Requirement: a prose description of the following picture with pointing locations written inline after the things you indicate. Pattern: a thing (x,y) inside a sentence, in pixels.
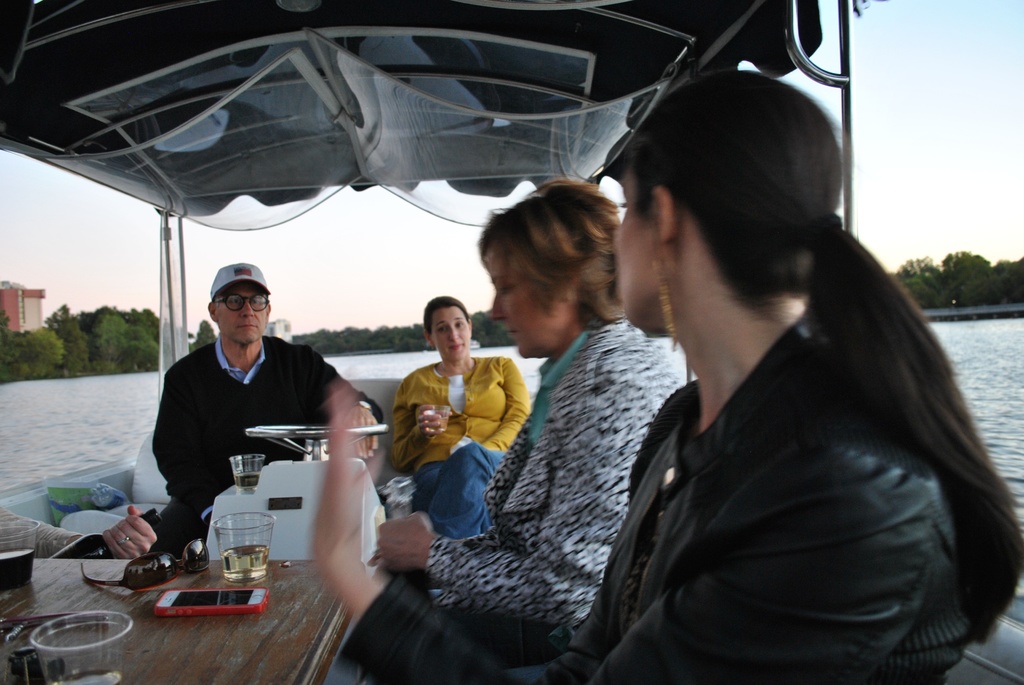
In this picture, we see three women (560,428) and a man (248,379) are sitting in the ship (22,503). In front of them, we see a steering wheel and a table (292,620) on which a mobile phone (240,601), goggles (192,568), glasses (95,656) containing the liquid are placed. On the left side (126,538), we see the hand (134,515) of a person (109,534) who is holding a glass bottle (95,548). Behind them, we see water (136,390) and this water (403,360) might be in the river (1000,390). There are trees (364,333) and the buildings (14,291) in the background (54,315). In the right top (905,76), we see the sky (906,191).
